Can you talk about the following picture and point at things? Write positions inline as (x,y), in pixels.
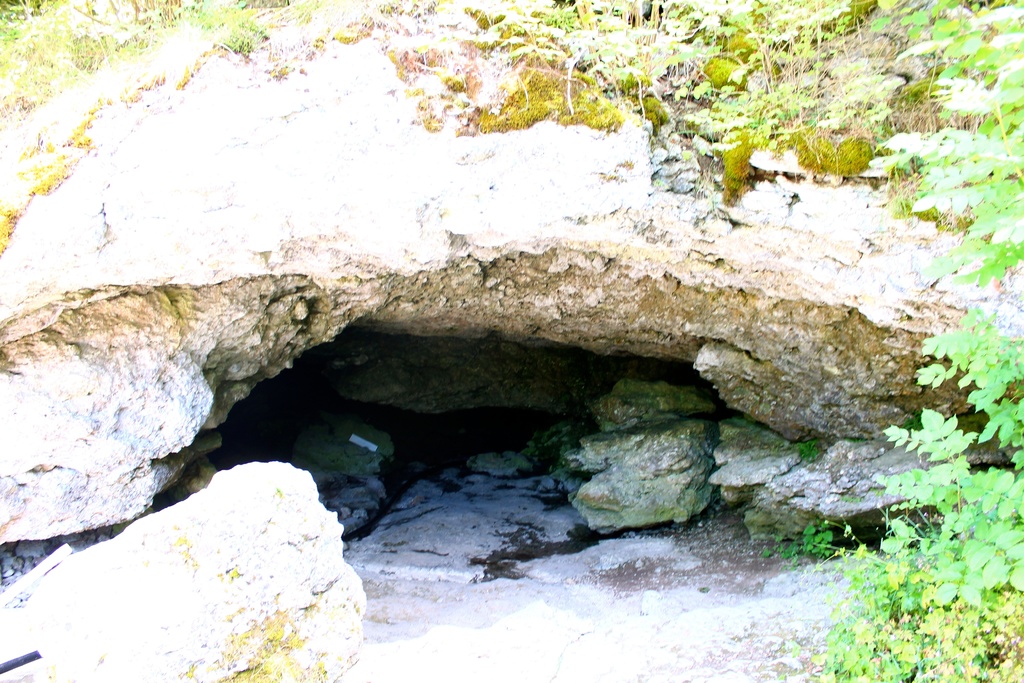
In this image we can see rocks (633,496) and plants (997,547).
